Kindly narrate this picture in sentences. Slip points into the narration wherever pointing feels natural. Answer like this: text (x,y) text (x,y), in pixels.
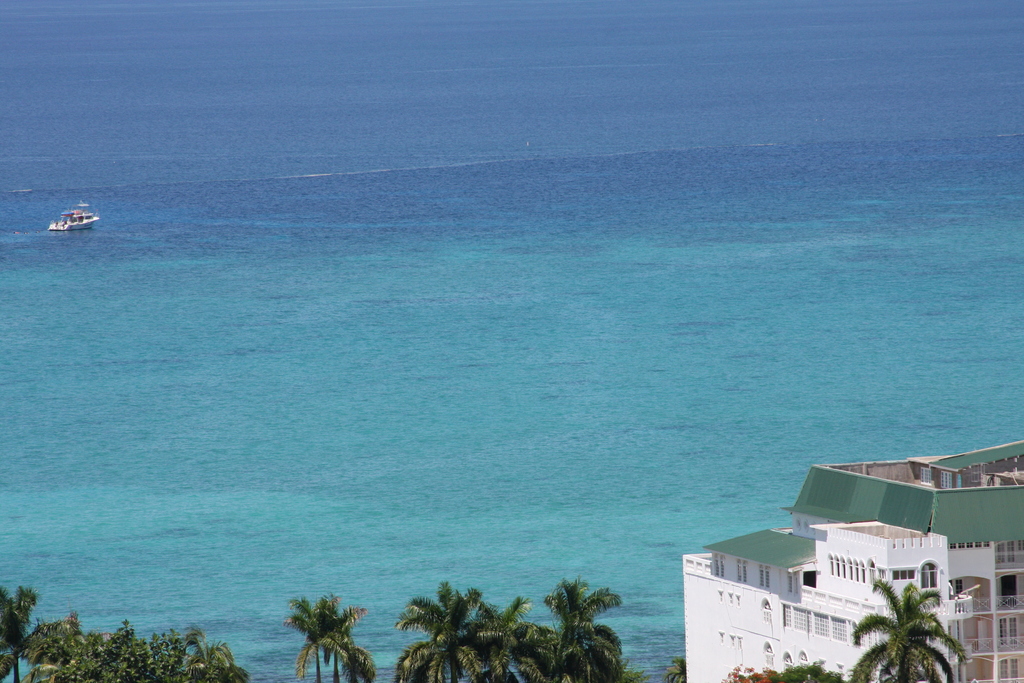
Ship (83,221) is floating on water (317,211). Front of the image we can see trees (13,649) and building (842,654) with windows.
